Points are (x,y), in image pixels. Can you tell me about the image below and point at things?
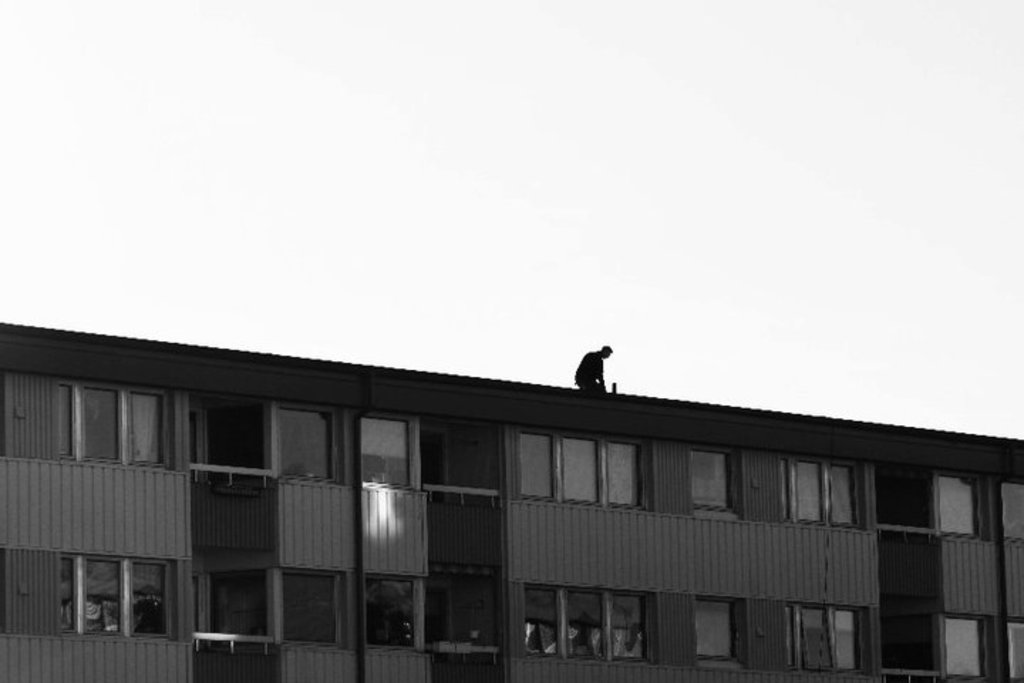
In this image I can see there is a man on the building (665,506). This is the building (456,581) with glass windows (392,597), this image is in black and white color.
